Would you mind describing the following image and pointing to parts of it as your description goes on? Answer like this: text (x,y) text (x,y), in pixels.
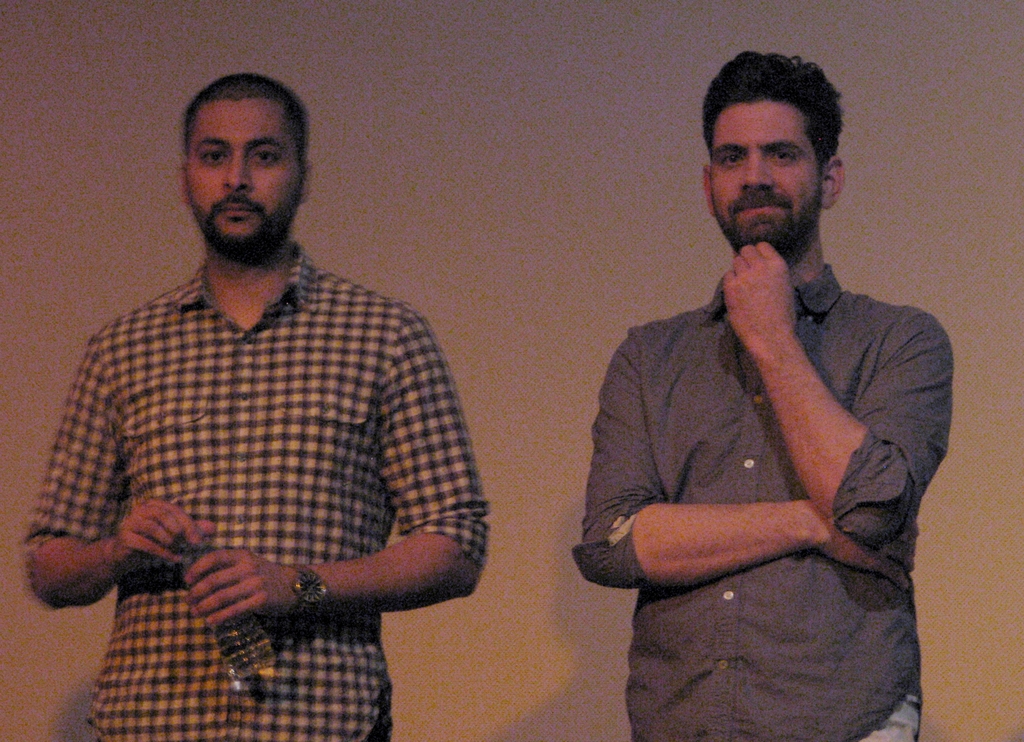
On the right (731,236) there is a man (840,334) who is wearing shirt (903,465) and jeans (886,722). On the left (219,195) we can see another man (281,441) who is wearing shirt (312,504), jeans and watch (312,584). He is holding a water bottle (222,628). On the back (536,276) we can see the wall (536,253).
